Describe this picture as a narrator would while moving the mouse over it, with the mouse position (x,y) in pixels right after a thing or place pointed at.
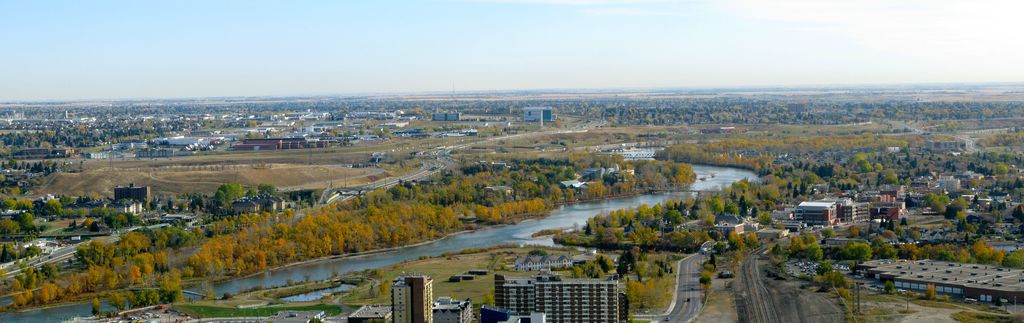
At the right bottom of the image (810,260) there are trees (898,228), buildings (799,219) and roads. Also there is a water (584,218). At the top left corner of the image (110,100) there are trees (123,280), buildings (390,127) and roads (604,124). At the top of the image (600,56) there is a sky (452,67).
